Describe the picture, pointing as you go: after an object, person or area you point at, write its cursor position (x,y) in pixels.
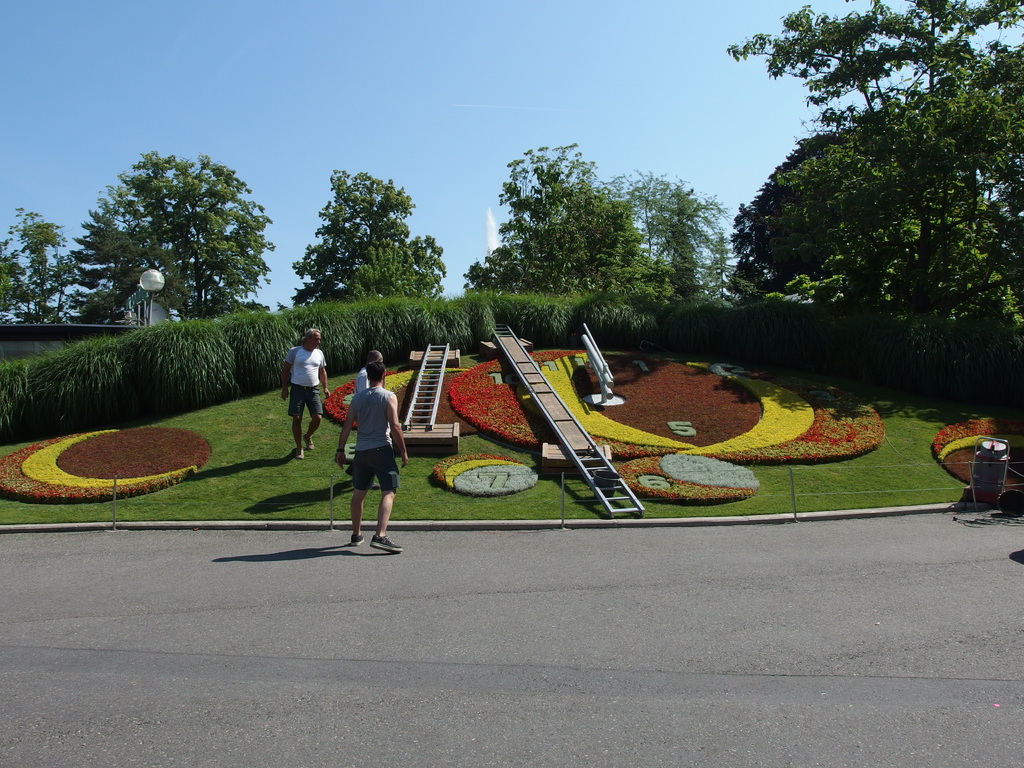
This picture is clicked outside. On the left (308,356) we can see the group of persons (308,356) seems to be walking on the ground (252,502). In the foreground (335,685) we can see the concrete road (738,560). In the center (412,455) we can see the grass (925,432) and we can see the ladders (615,490) and some other objects (589,352). In the background (396,53) there is a sky (249,40), trees (961,110) and shrubs (212,352) and some other objects (134,306).
